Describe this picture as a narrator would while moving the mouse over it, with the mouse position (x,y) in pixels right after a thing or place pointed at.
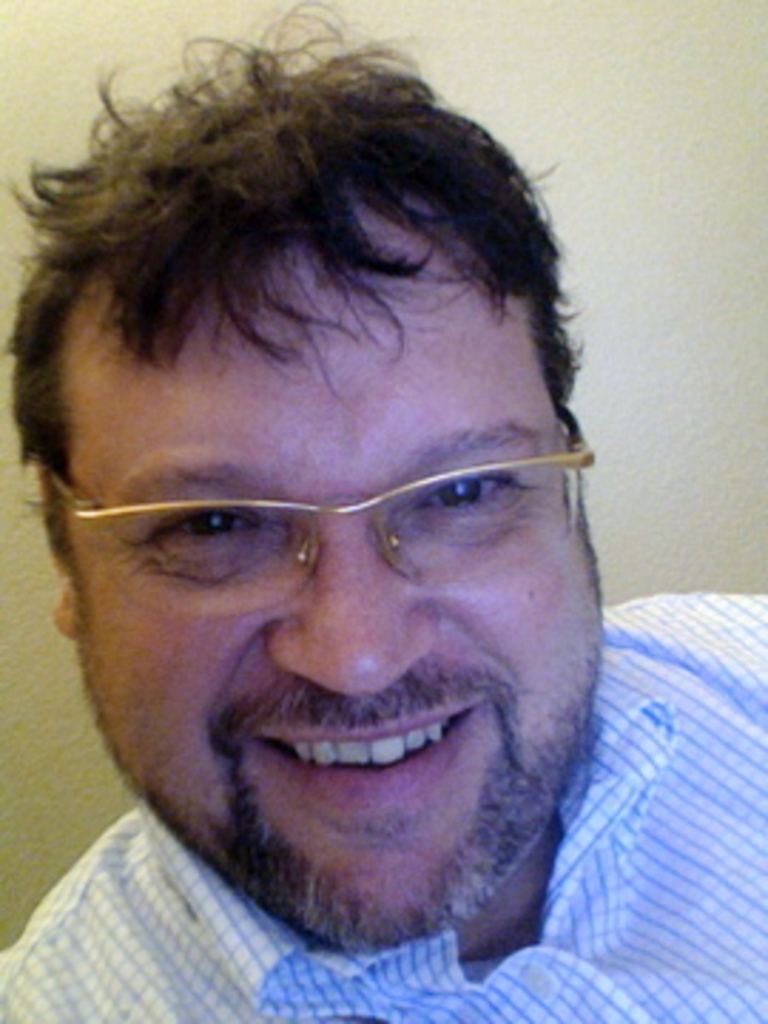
Here I can see a man (672,831) wearing shirt (682,801), spectacles (502,495), smiling and giving pose for the picture. At the back of him there is a wall (694,407).
